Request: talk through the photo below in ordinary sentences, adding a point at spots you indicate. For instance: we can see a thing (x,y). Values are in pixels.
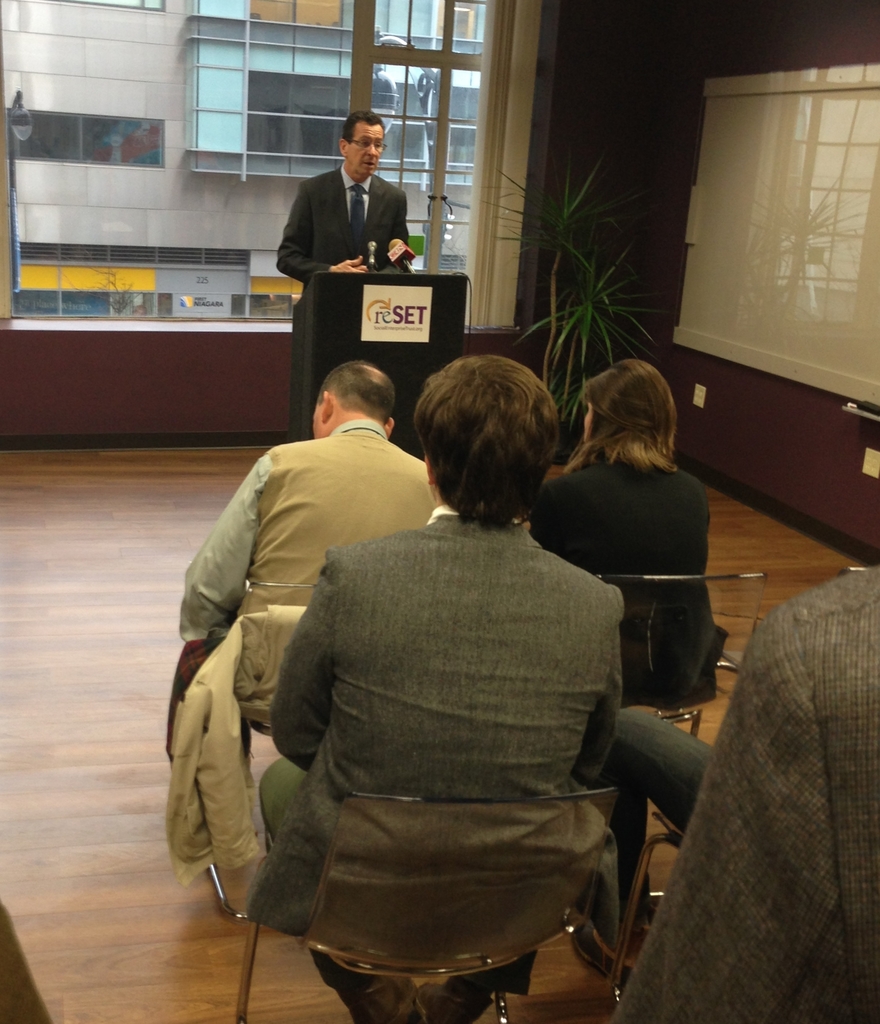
In this image I can see people (468,430) where few of them are sitting on chairs (752,584) and one is standing. I can also see a plant (594,341), a white board (879,274) and a building (159,97).
